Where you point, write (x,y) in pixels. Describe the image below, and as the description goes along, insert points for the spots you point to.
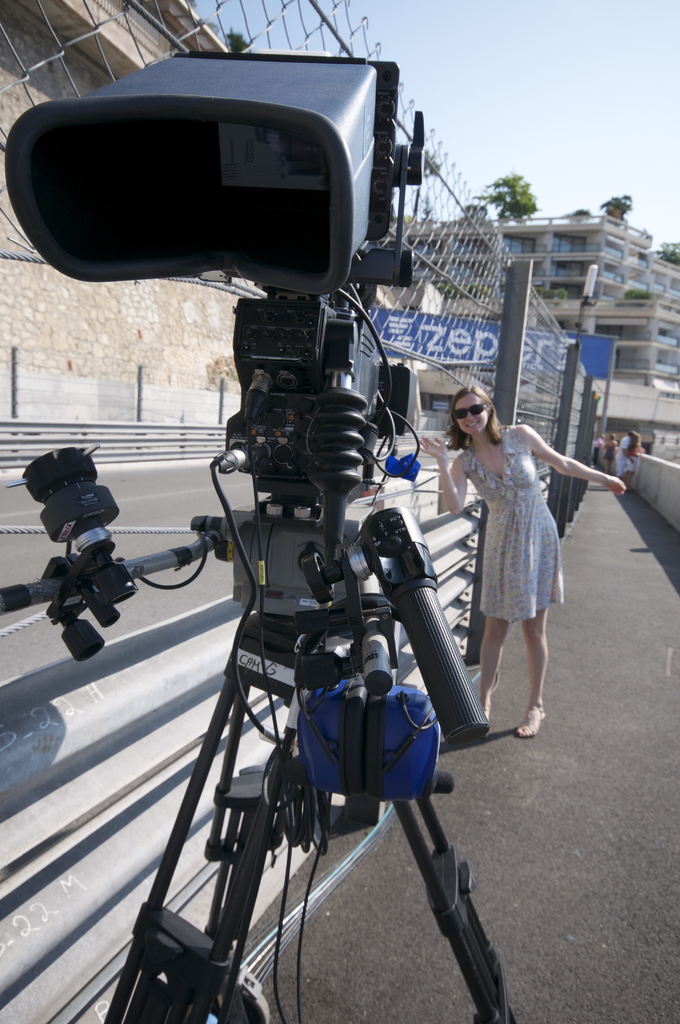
There is a video camera (288,486) on a stand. Also there is a lady (498,472) wearing goggles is standing. In the back (202,462) there is a road (192,466), wall (190,308), railing (465,291), banners (474,351), buildings (589,263), trees (503,206) and sky (507,74).
